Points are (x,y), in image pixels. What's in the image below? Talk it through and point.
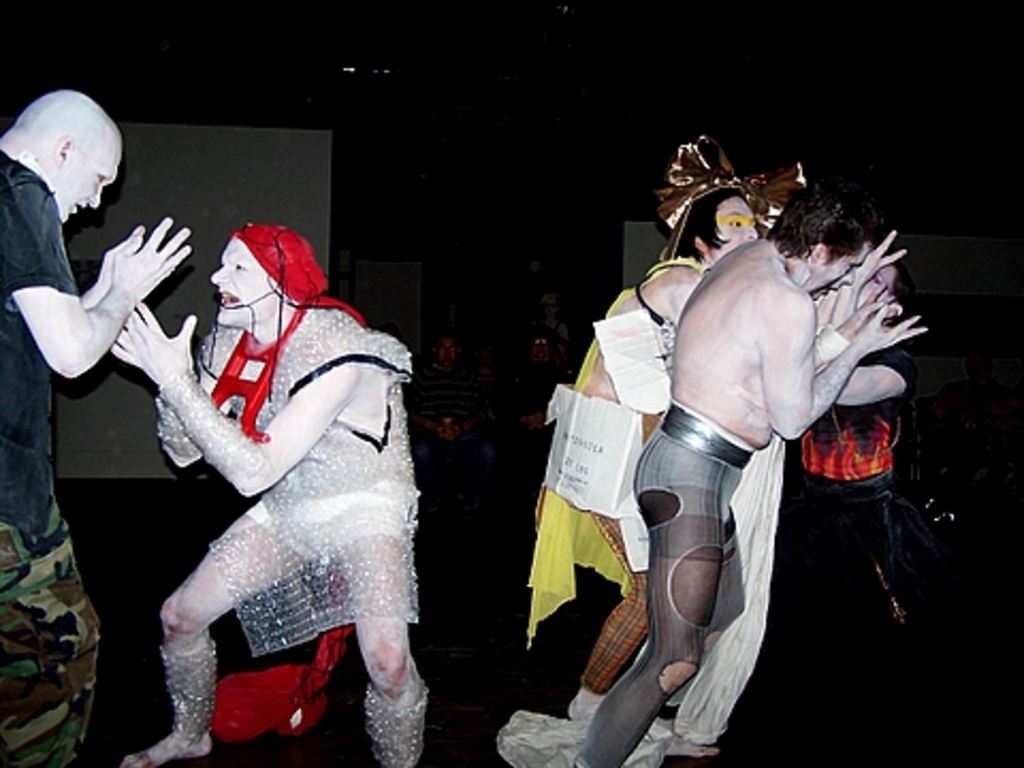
In this image, there are group of people (296,316) standing. They wore fancy dresses (273,485). I can see few people (453,383) sitting. The background (561,227) looks dark.
